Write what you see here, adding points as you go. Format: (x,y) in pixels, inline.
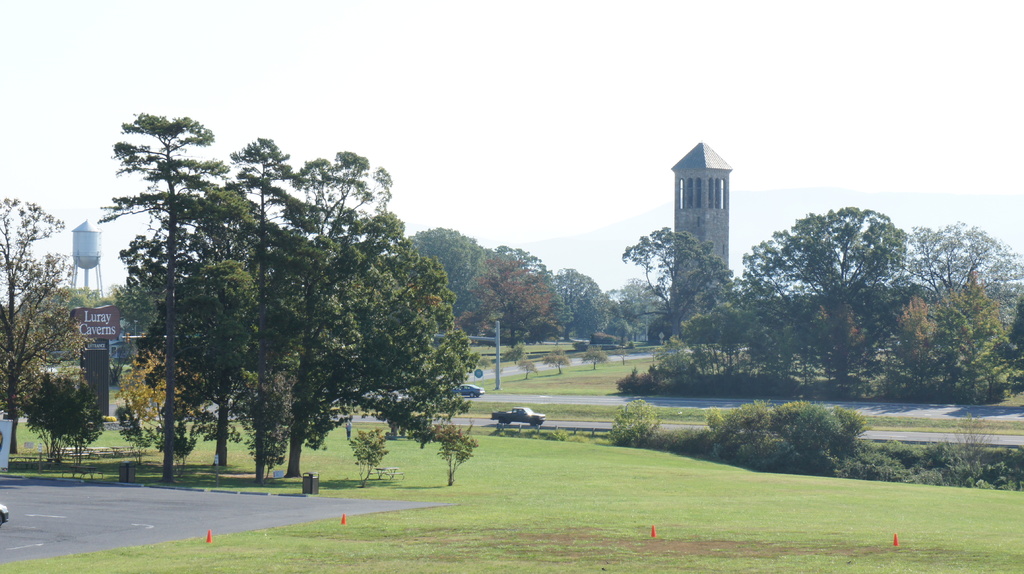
In this image there are trees (677,267), tower (719,176), tank (93,250), boards (105,326), vehicle (531,418), roads (188,501), bins (124,468), grass (428,456), plants (882,473), pole (499,350), sky (96,277) and objects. Something is written on the board (117,329).
